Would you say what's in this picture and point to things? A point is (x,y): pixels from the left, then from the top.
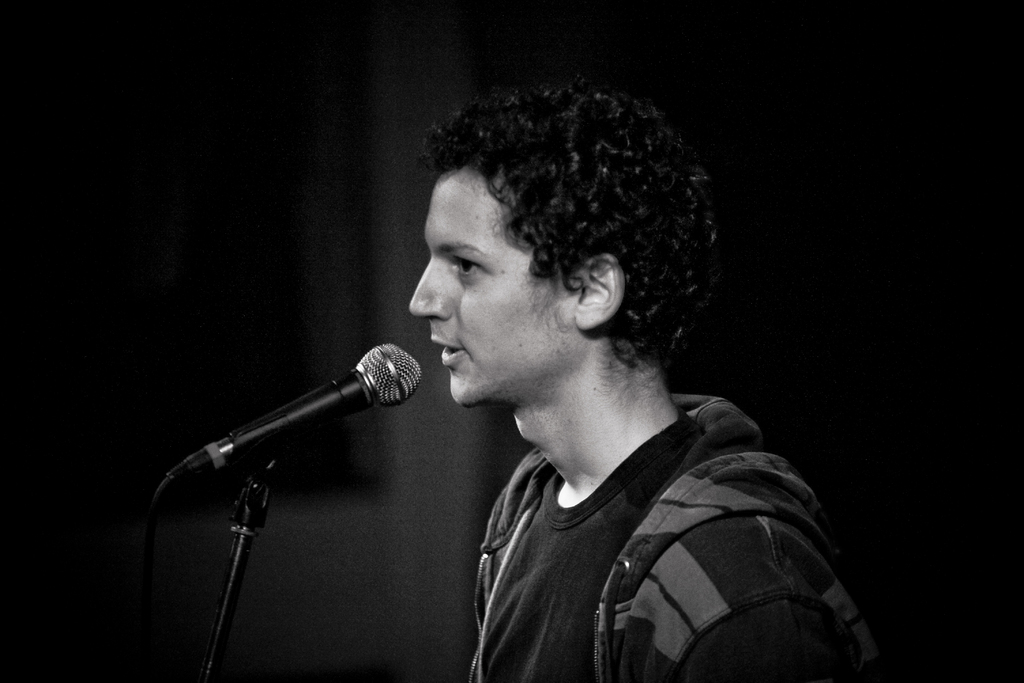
In this image we can see a man (520,349), mic (330,410), cable (147,608) and a mic stand (233,529).
